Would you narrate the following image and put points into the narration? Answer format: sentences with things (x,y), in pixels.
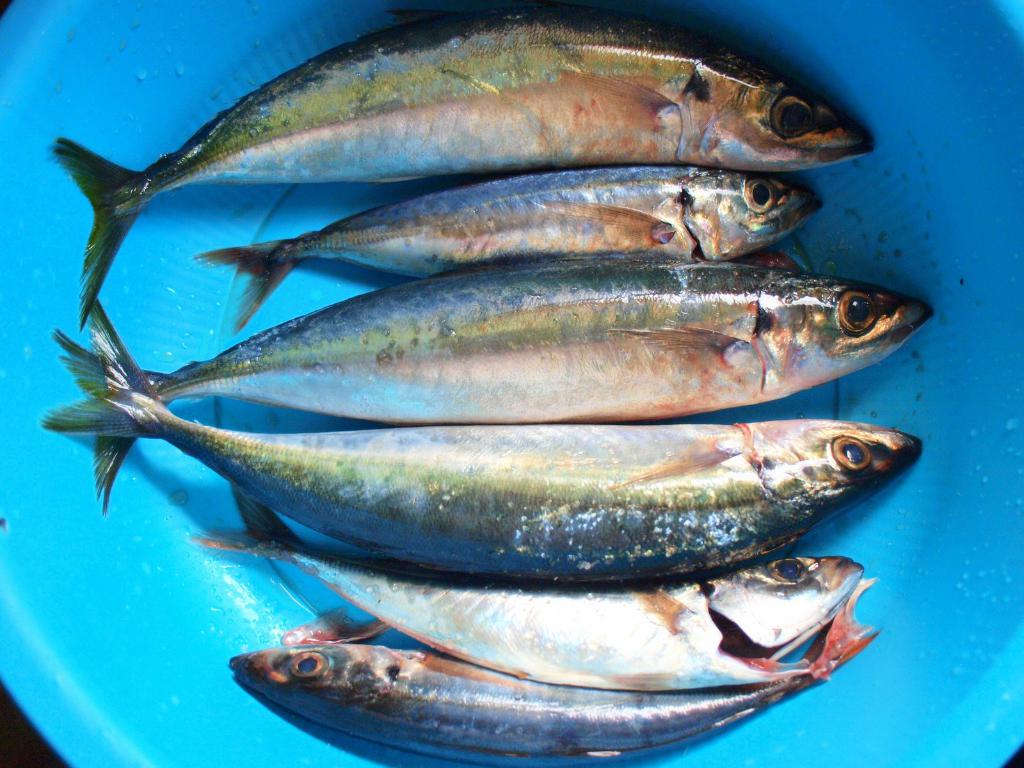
In this image there are six fishes (456,213) in a blue color bowl (802,39).
